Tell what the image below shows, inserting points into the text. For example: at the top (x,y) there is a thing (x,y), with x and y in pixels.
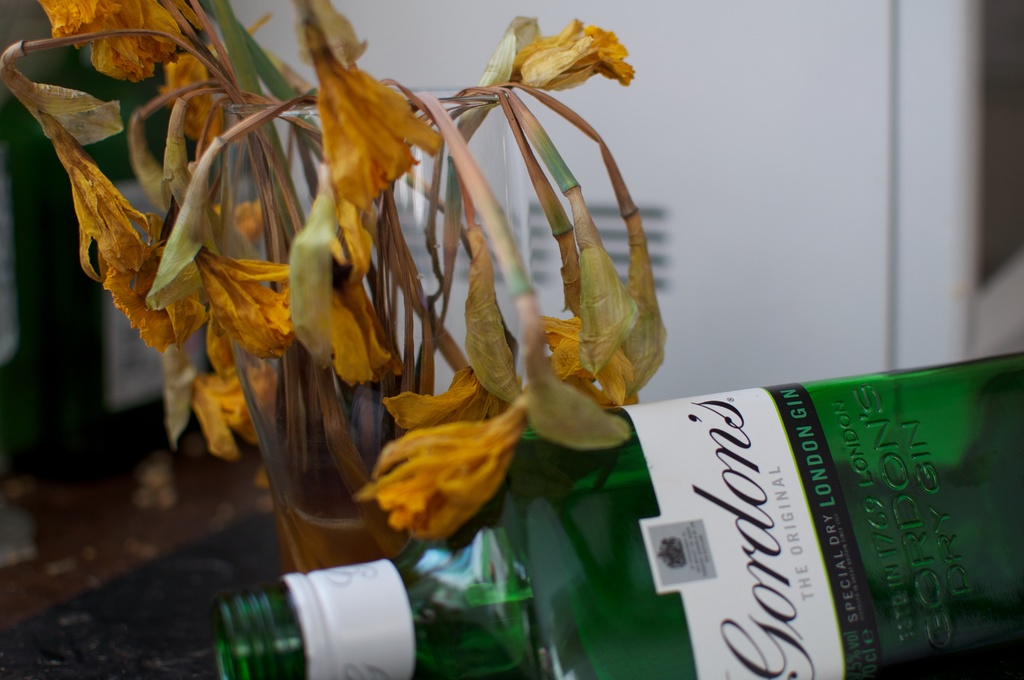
As we can see in the image, there is a green color bottle (530,577) and plant (388,353) with yellow color flowers (335,177).
